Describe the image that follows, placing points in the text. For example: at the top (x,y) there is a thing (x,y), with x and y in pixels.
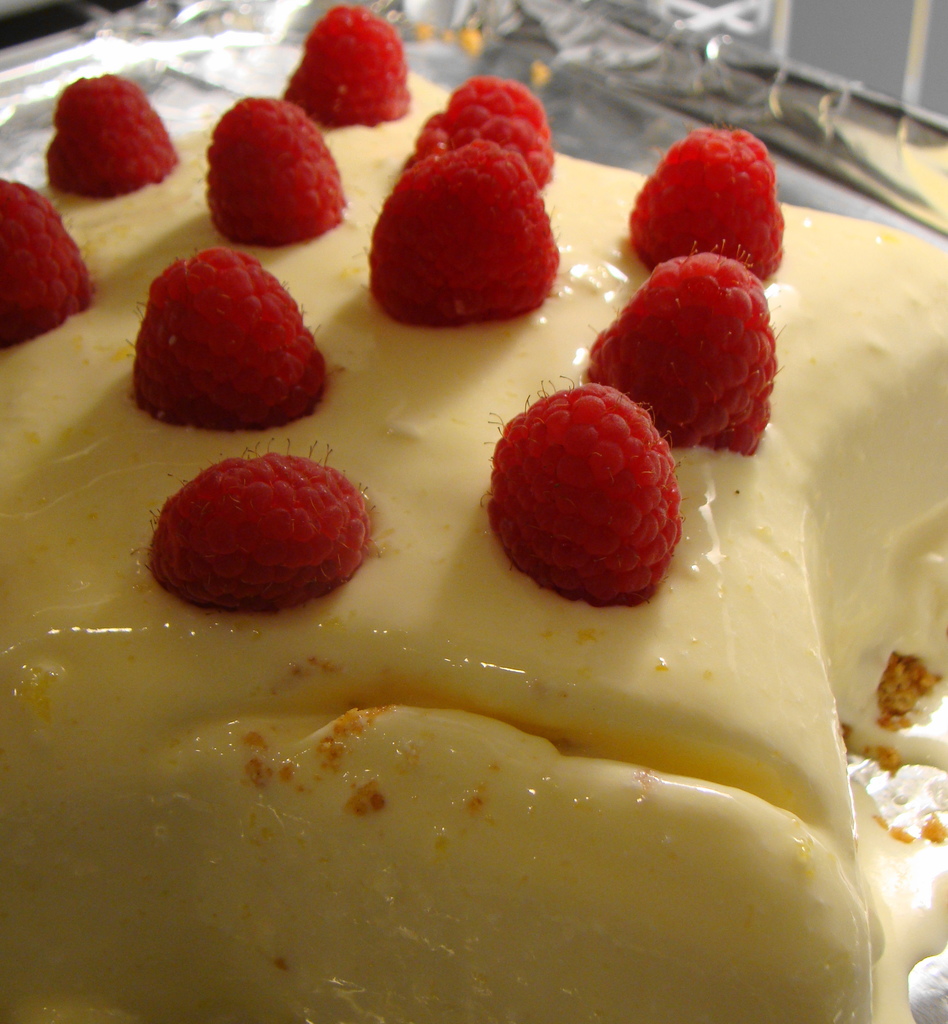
In the picture we can see some food item (456,677).
